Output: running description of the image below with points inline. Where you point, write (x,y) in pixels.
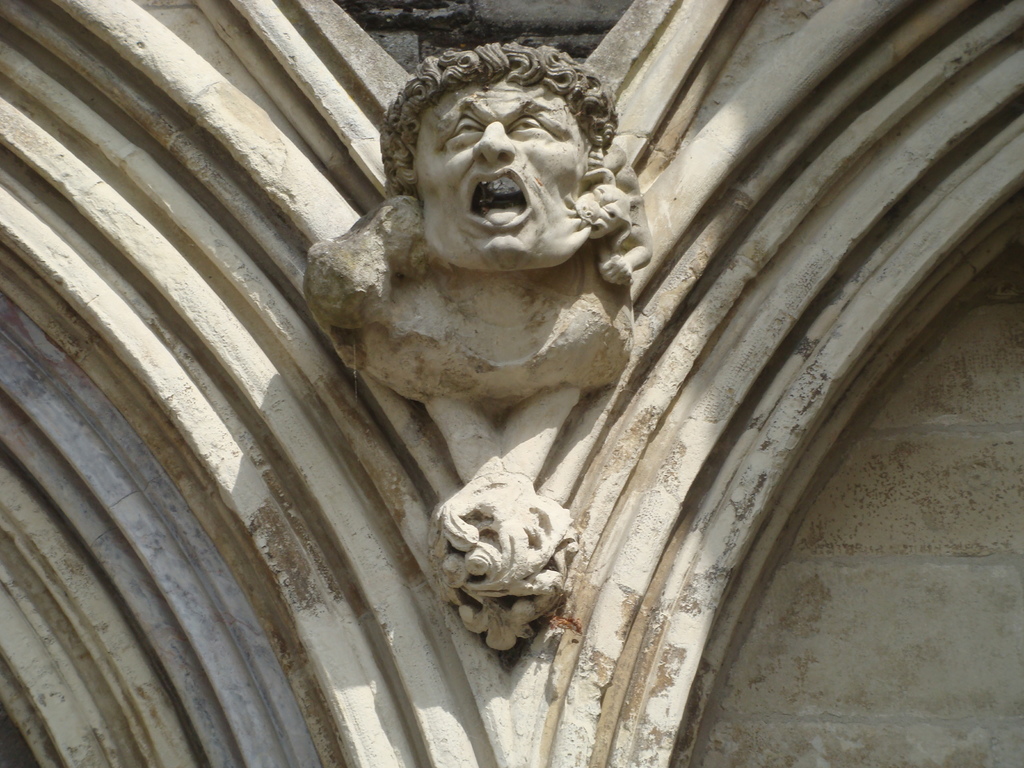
In this image we can see the sculpture (389,226) on the wall (625,647).
